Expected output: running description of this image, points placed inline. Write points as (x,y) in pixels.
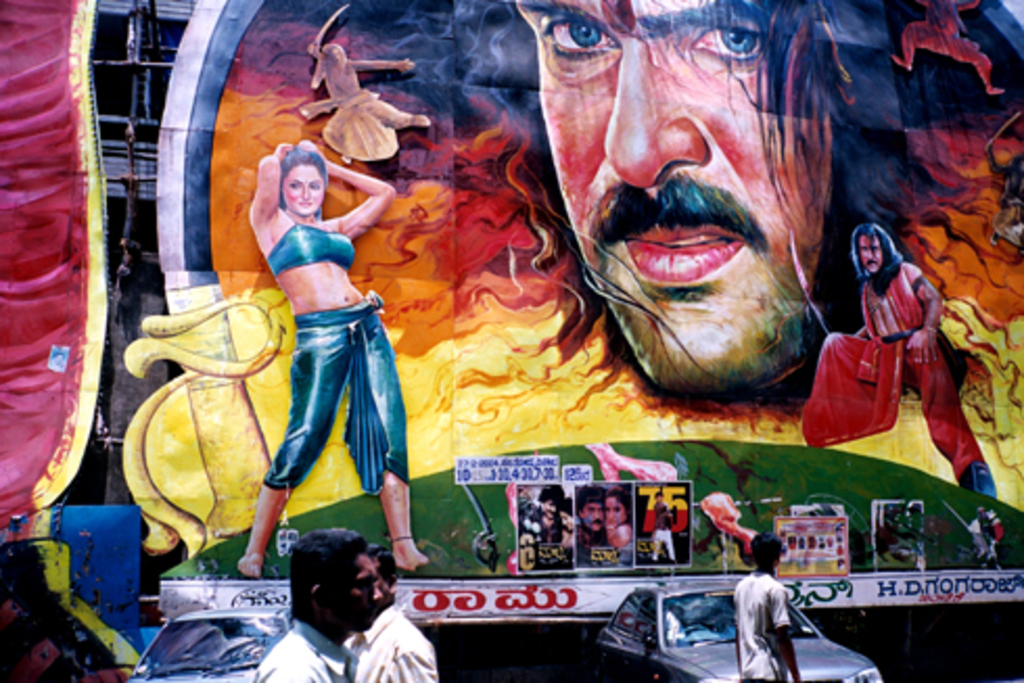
At the bottom of the picture (431,642) there are people (754,635) and cars (691,663). In the center of the picture (632,450) we can see a wall (305,485) painted with images (285,449) of people (723,143) and other objects (496,561). In the middle of the picture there are posters (538,508) sticked to the wall (325,484).
